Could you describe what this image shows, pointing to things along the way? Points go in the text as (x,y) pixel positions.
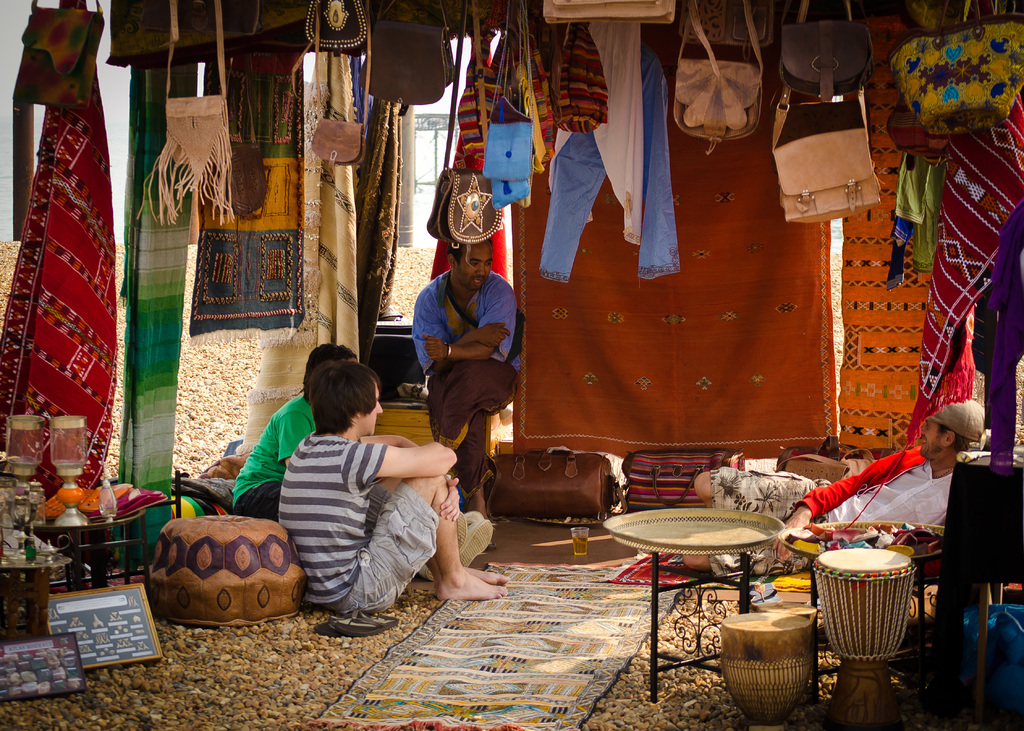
This picture describes about group of people (451,411) they are all seated, in this image we can see baggage (493,231), wallet (465,214), clothes (652,242) and some objects (95,501).
